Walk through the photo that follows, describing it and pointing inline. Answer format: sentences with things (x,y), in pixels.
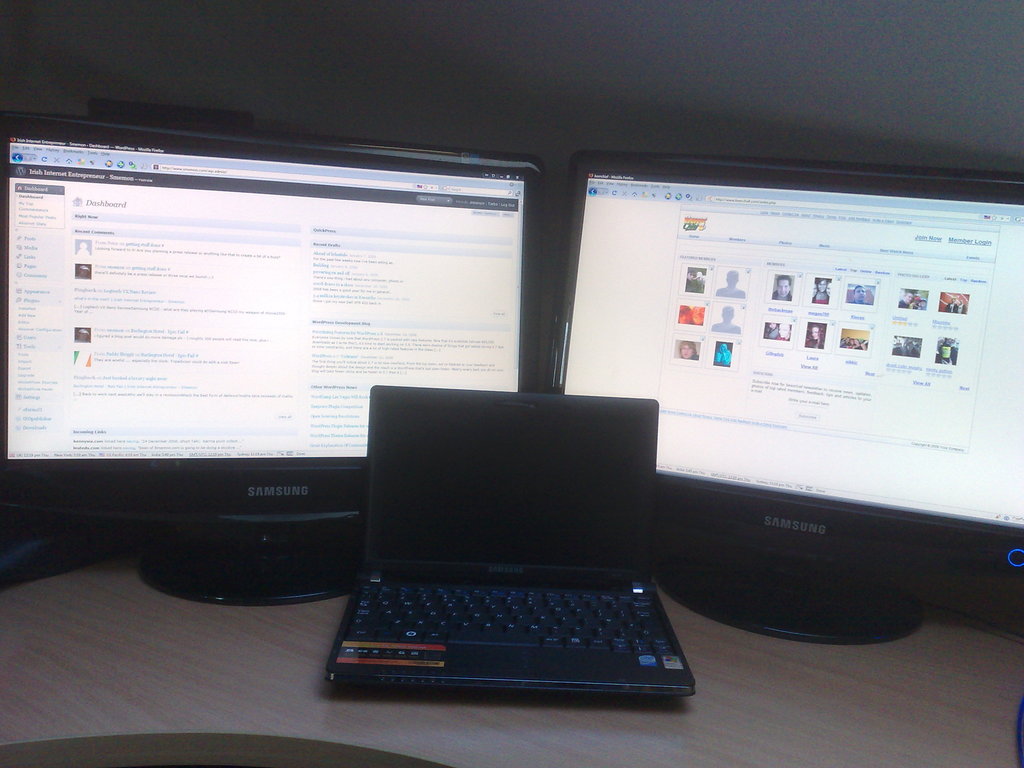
In this picture we can see monitors (206,576) and laptop (394,684) on the table (223,721). In the background of the image (761,112) we can see wall (588,95).
